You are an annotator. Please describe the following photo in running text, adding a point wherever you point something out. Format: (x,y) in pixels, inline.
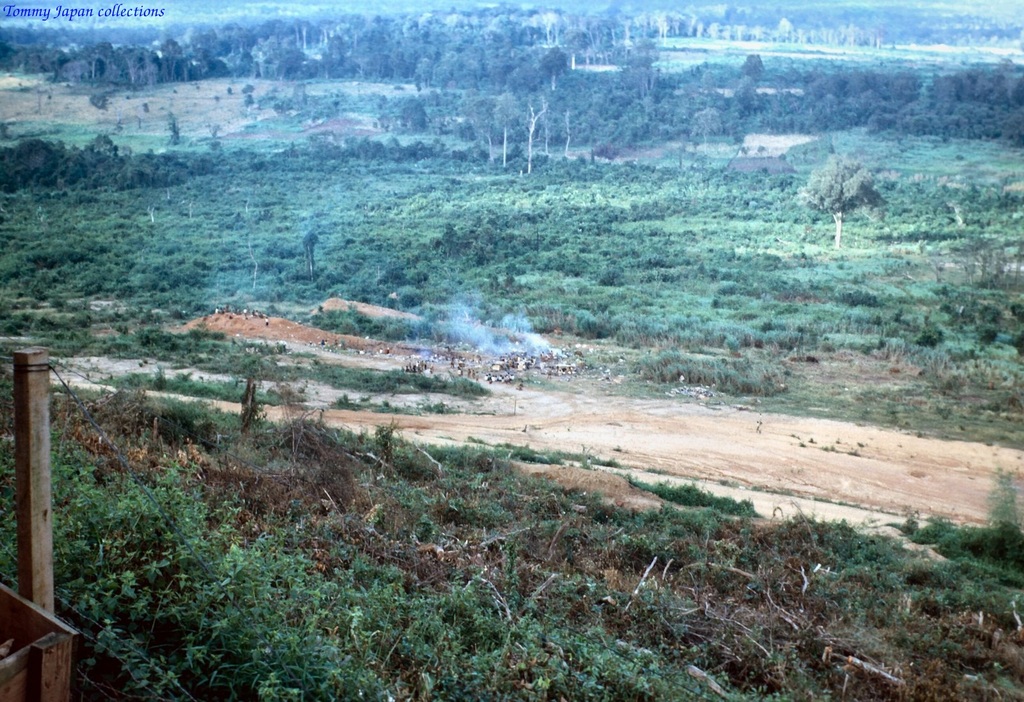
In this image we can see some trees (1021,96), people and grass (781,284) on the ground (757,526).
